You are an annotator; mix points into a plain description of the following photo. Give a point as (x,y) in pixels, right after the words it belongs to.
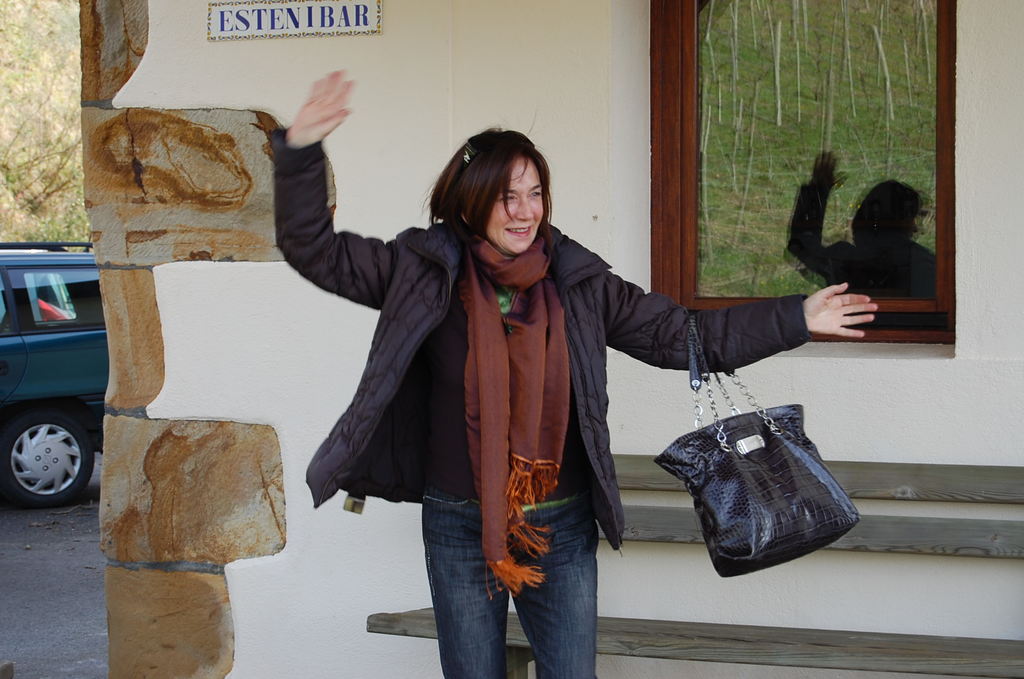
In this image we have a woman (379,402) who is wearing a scarf (507,382) and black colour jacket (393,384) and carrying a bag (728,495). The woman (536,371) smiling and waving her hands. In the left of the image (44,376) we have car (40,424) of a teal colour and on the top left corner of the image (31,77) we have a tree (31,95).
